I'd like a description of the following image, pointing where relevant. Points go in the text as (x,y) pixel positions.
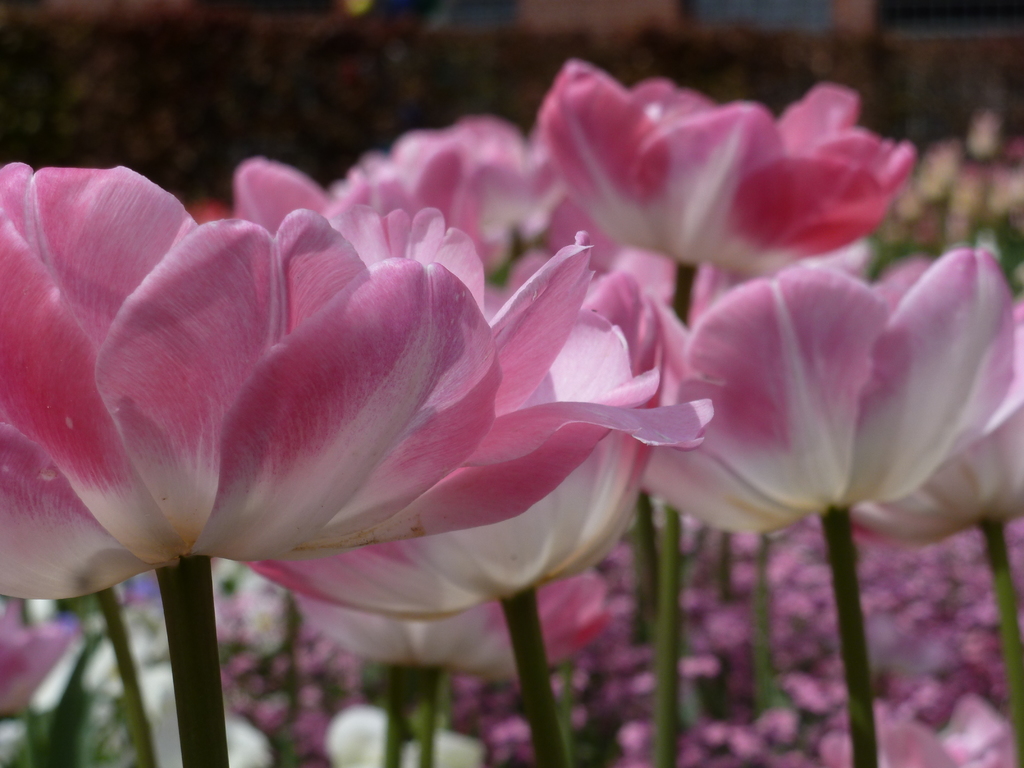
In this image we can see some plants (935,247) with flowers (859,190), some objects (830,32) in the background (349,27) and the background (20,58) is blurred.
